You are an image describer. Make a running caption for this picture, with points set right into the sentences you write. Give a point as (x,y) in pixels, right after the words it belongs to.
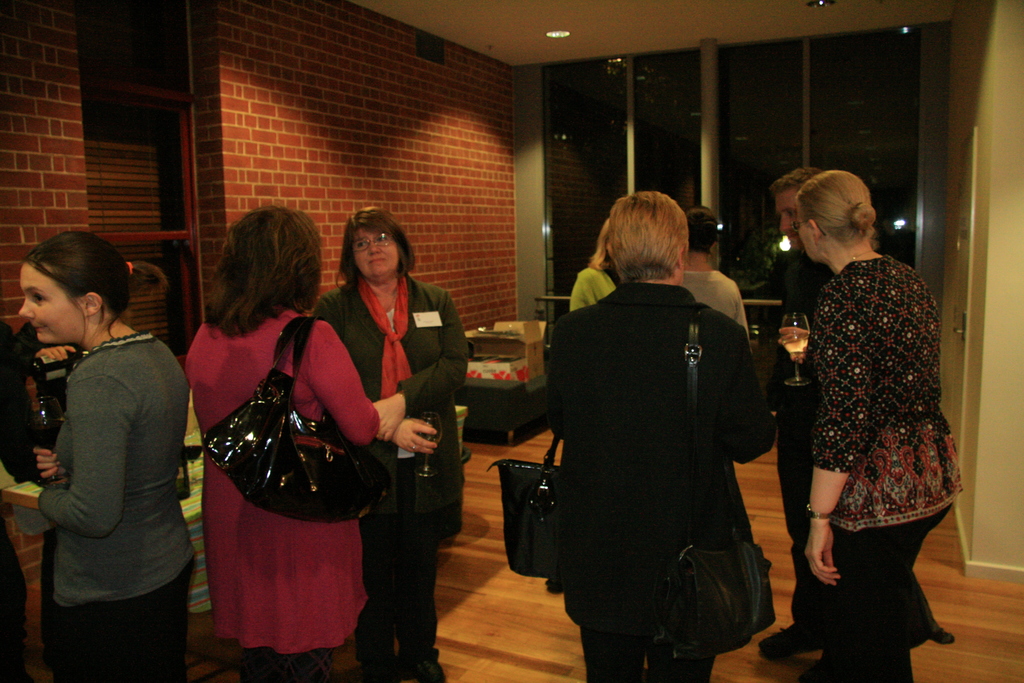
Here we can see few persons (456,479) are standing on the floor (477,441) and among them few are carrying bags (312,442) on the shoulders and few are holding glasses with liquid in it in their hands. In the background (506,374) we can see wall (287,193), windows (593,84), lights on the ceiling (545,12), door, carton box (483,342) and other objects (487,377) on the sofa (506,420).
